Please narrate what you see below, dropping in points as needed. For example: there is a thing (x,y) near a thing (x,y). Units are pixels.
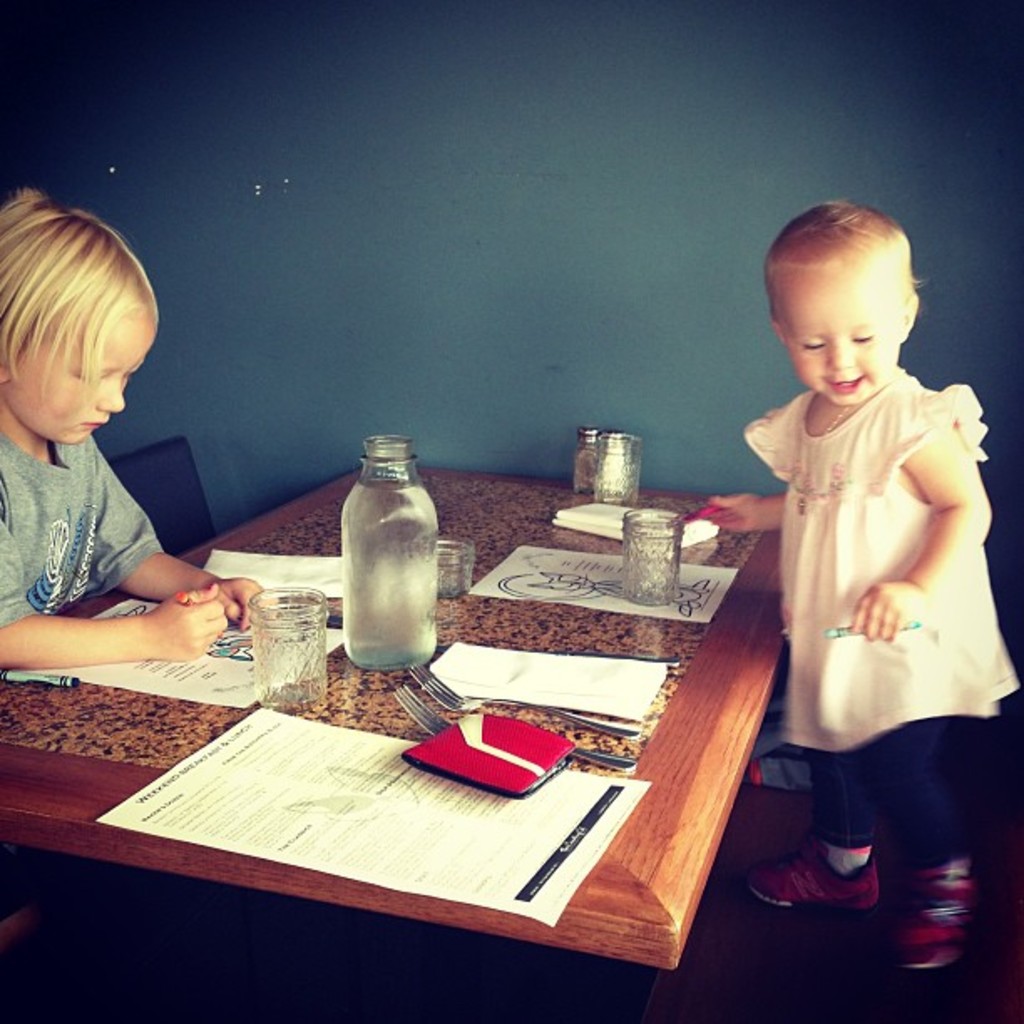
In the picture we can find, two children (867,548), one is sitting on a chair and other girl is standing near the table (36,809). On the table (40,792) we can find a bottle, papers (714,594), glass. In the background (971,163) we can find a wall (251,132) which is blue in colour.
